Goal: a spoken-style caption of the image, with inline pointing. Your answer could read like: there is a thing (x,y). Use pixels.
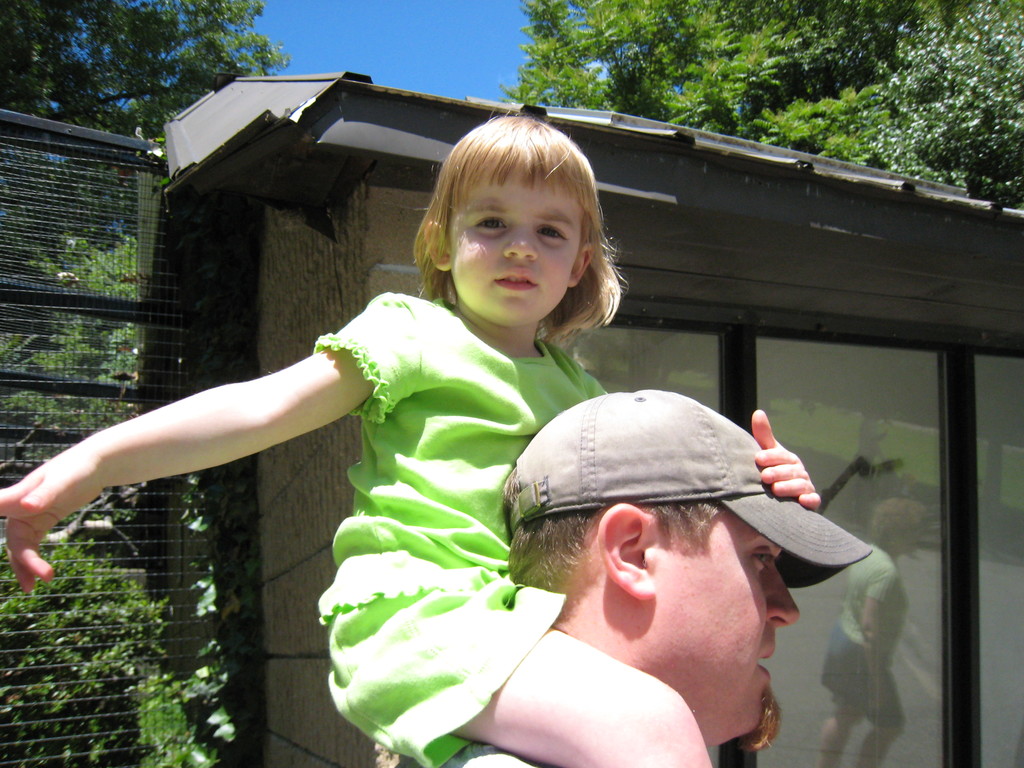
In the image there is a man (648,644) and around the neck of a man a baby (384,407) is sitting and she is wearing green dress (439,398). Behind the man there is a mesh (105,290) and behind the mesh (105,290) there are a plenty of trees (262,71). There is a lot of sunlight (596,627) falling on the people (596,607).
